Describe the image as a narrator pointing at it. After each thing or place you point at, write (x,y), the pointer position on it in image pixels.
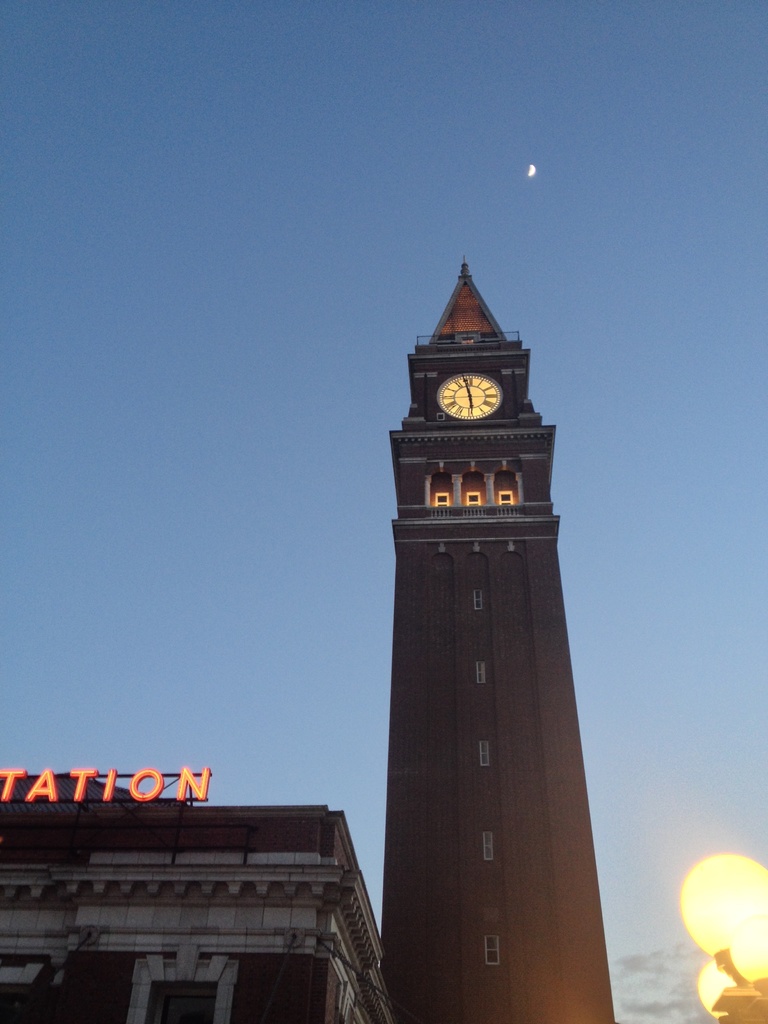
This image consists of buildings (301,971). There is a clock (480,381) on one building (422,500). There is sky (381,247) at the top (463,236). There is light (718,893) in the bottom right corner (692,919).
